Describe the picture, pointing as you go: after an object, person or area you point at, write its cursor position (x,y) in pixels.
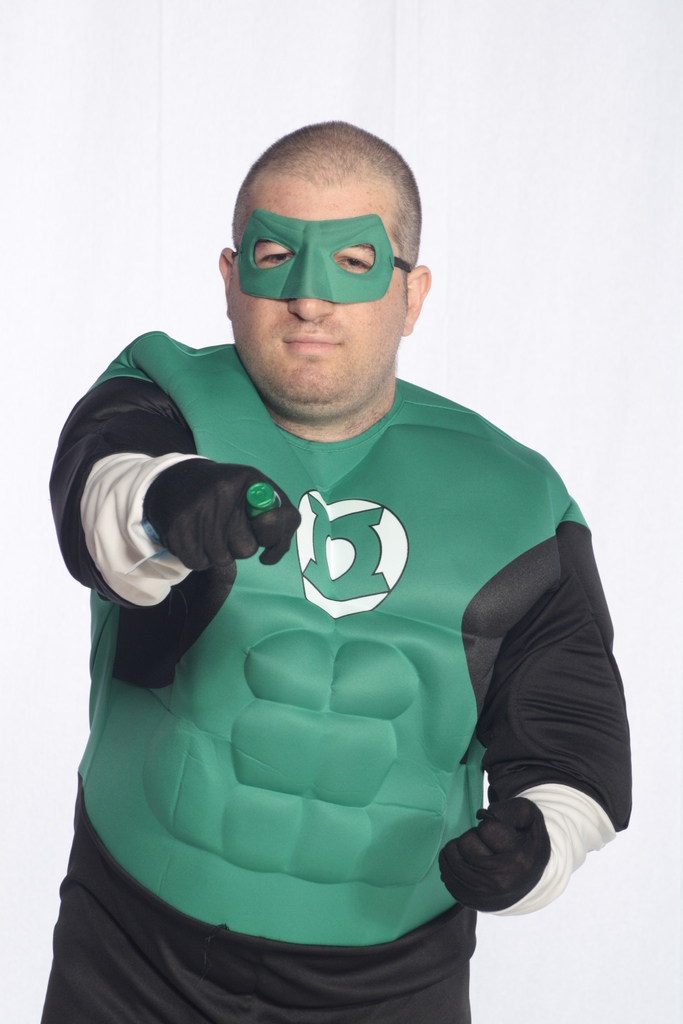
In this image there is a person (230,492) wearing a dramatic costume (287,569).
